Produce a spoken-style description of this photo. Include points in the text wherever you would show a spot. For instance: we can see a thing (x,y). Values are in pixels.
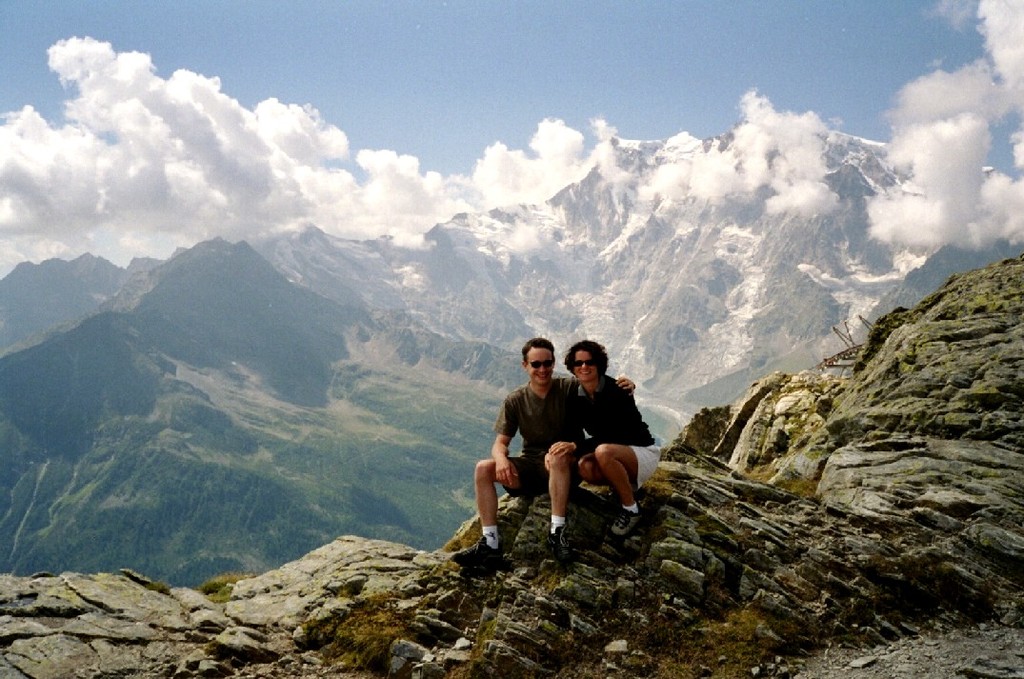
In the image there are two people (546,462) sitting on the hilltop (753,411) and behind them there are mountains (208,270).
